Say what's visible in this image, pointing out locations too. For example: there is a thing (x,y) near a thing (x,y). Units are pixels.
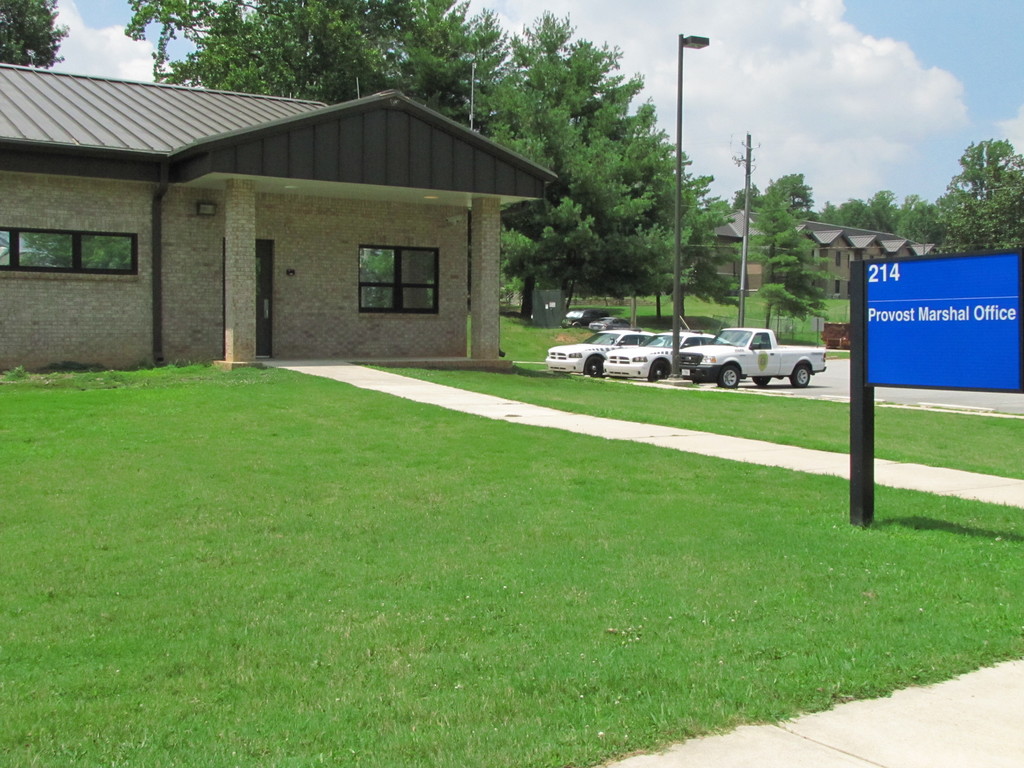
In this image, we can see some houses (820,230), trees (959,212), poles (859,290), vehicles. We can see the ground (631,417) with grass (637,404) and some objects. We can also see a board (928,386) with text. We can see the sky (129,41) with clouds (624,7).
